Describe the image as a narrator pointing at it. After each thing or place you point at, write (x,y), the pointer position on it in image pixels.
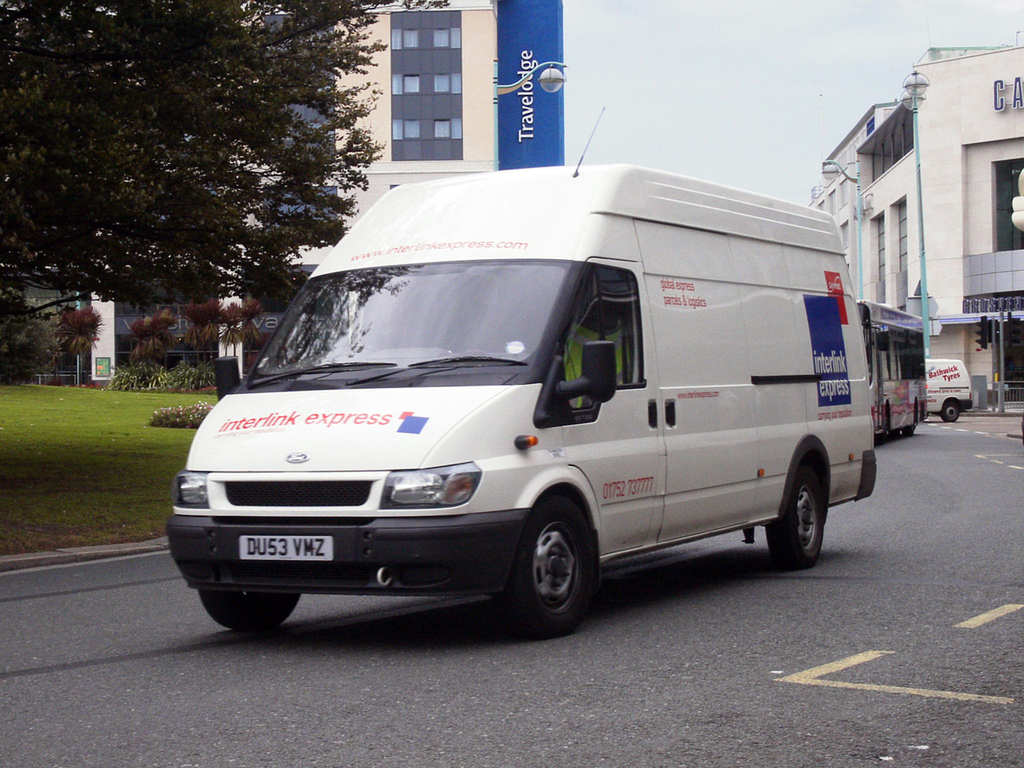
In this image we can see vehicles (709,531) on the road (962,526). In the background (636,52) we can see buildings (545,5), windows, texts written on the walls (417,111), street lights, traffic signal pole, sky (627,112) and on the left side (26,393) we can see trees (90,104), plants (97,336) and grass (87,391) on the ground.
